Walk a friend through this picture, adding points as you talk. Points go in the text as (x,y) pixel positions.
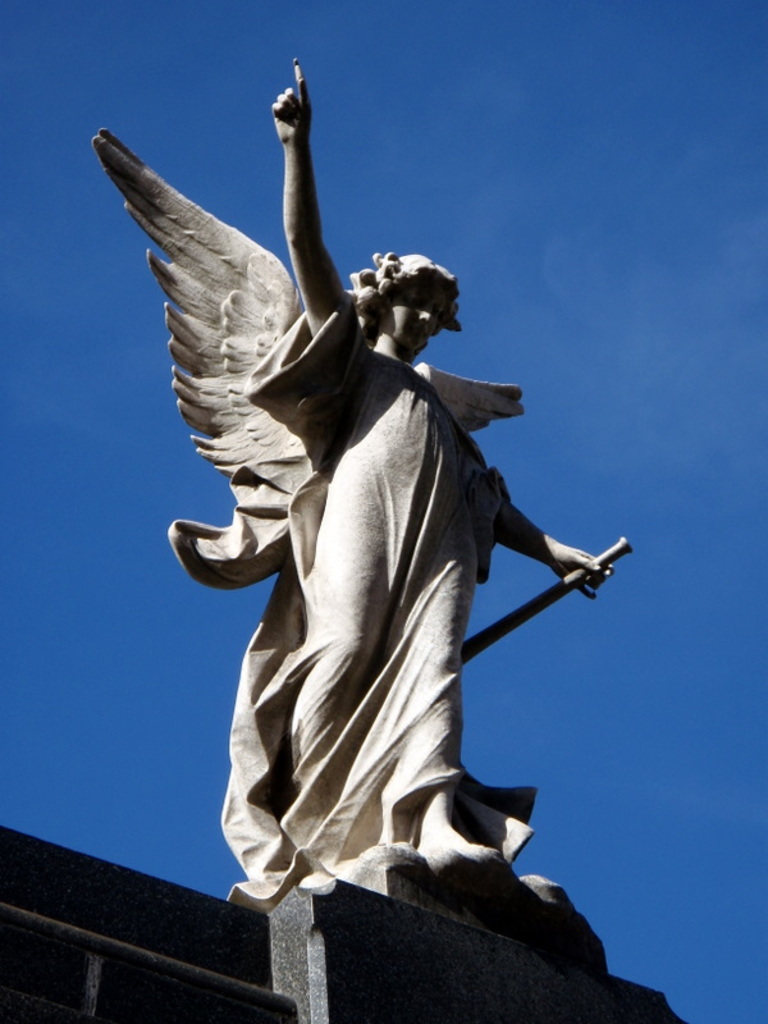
In the center of the image (362,430) a statue (312,455) is there. In the background of the image (394,123) sky (456,228) is there. At the bottom of the image (152,917) wall (217,901) is there.
